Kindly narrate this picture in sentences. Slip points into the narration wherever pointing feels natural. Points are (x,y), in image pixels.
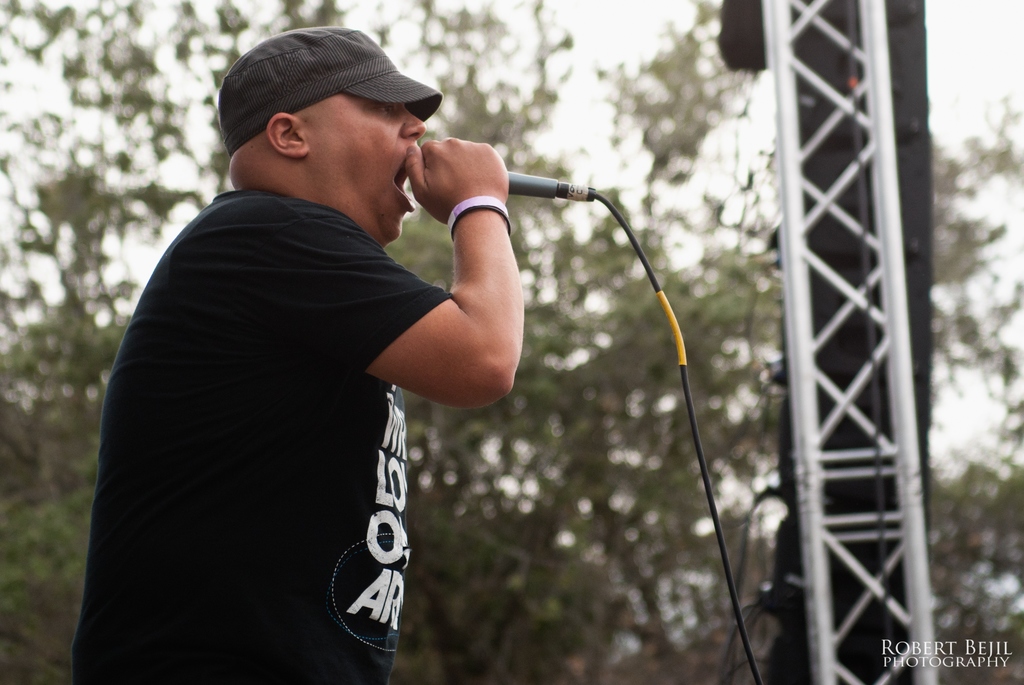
In this picture we can see man (334,32) holding mic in his hand (419,179) and singing on it and in background (713,319) we can see trees (660,83), pillar (800,67).
